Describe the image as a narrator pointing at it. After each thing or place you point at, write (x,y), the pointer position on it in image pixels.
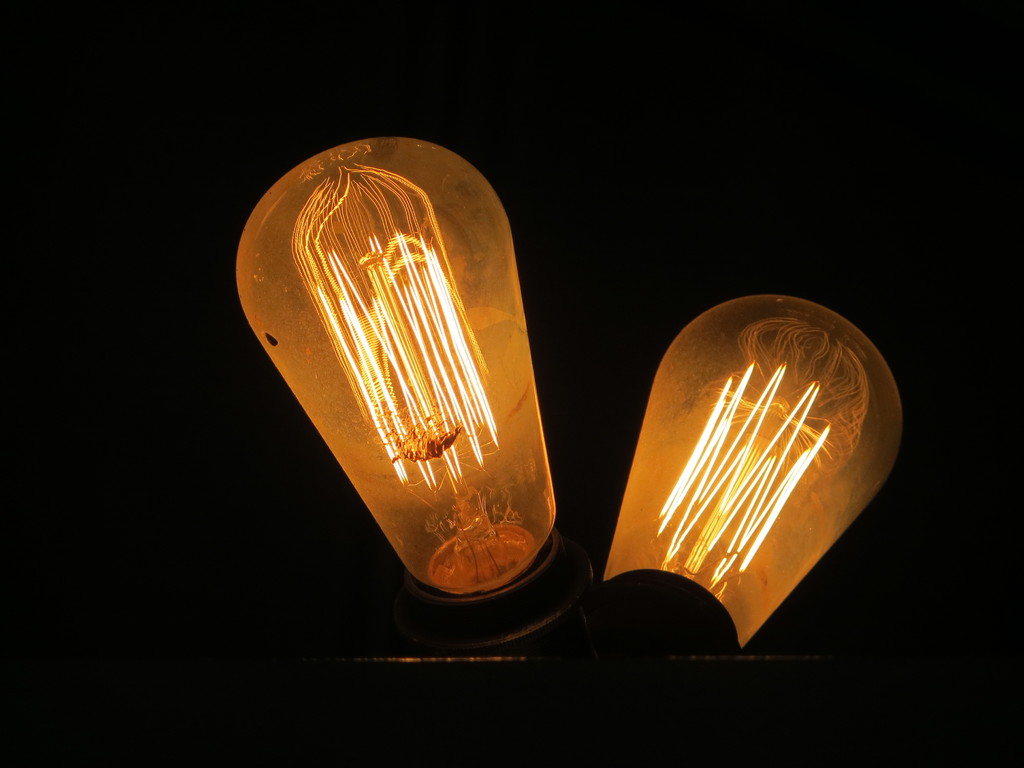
In the middle of the image (429,320), there are two lights (699,411). And the background (906,223) is dark in color.
